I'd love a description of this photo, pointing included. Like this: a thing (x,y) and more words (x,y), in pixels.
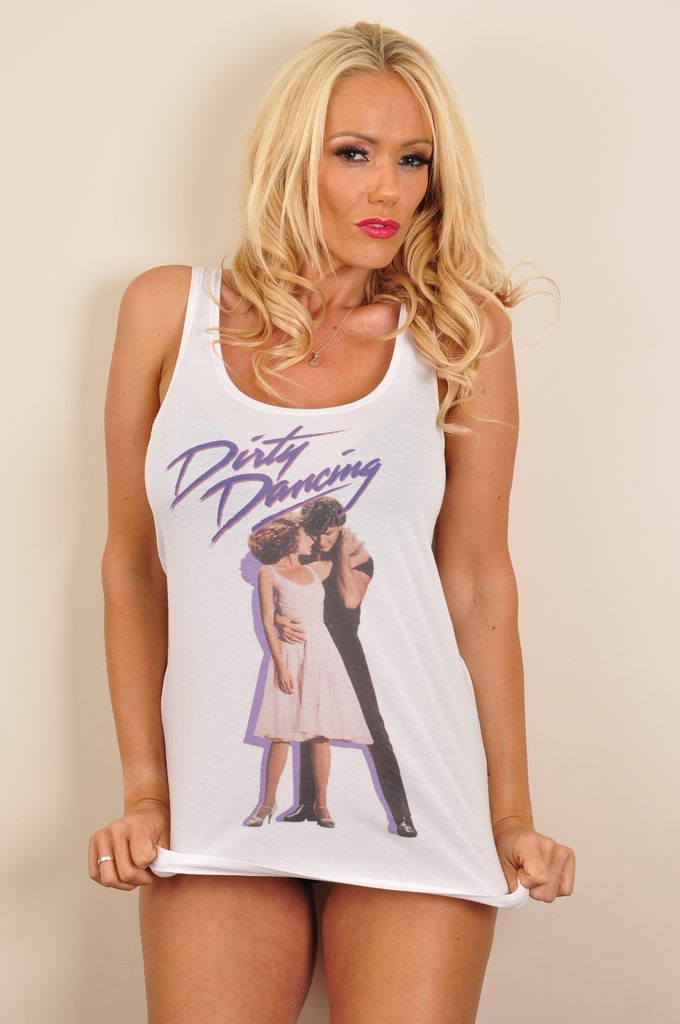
In this picture, we see the woman (367,638) in white T-shirt (392,634) is standing. She is posing for the photo. In the background (21,243), it is white in color.
